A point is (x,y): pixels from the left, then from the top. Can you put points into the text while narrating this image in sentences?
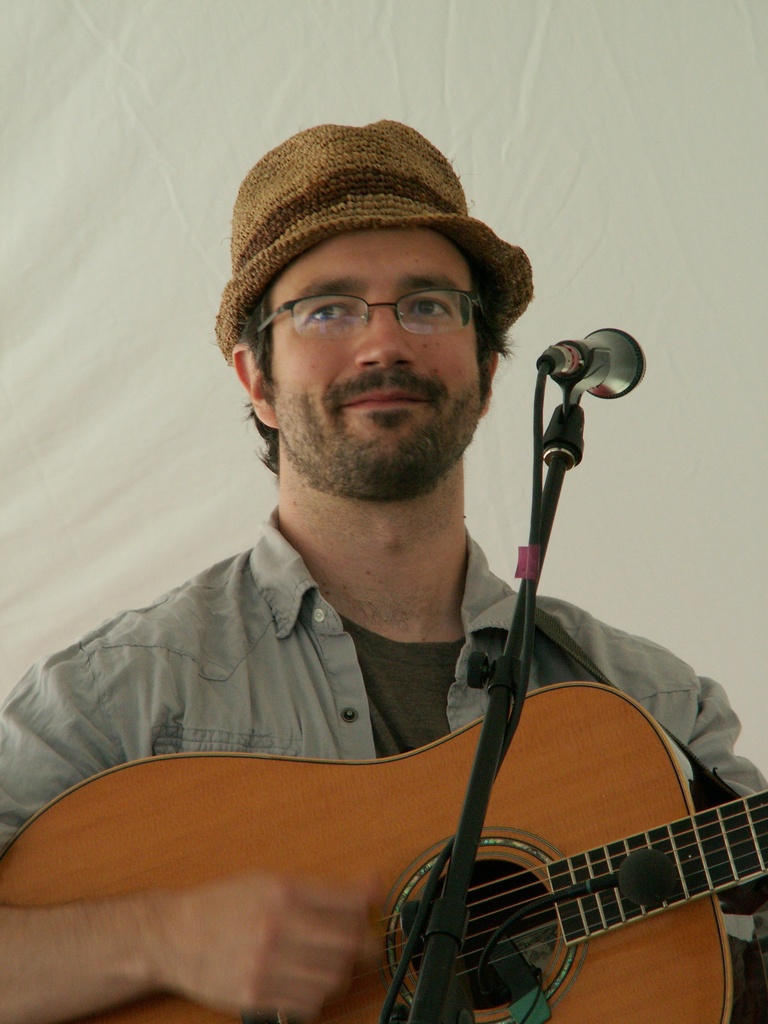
In this picture there is a man (287,285) at the center of the image (277,383), by holding the guitar (522,725) and there is a mic (607,885) in front of the man (498,607) and his wearing a hat (468,243) around his head (234,351).
